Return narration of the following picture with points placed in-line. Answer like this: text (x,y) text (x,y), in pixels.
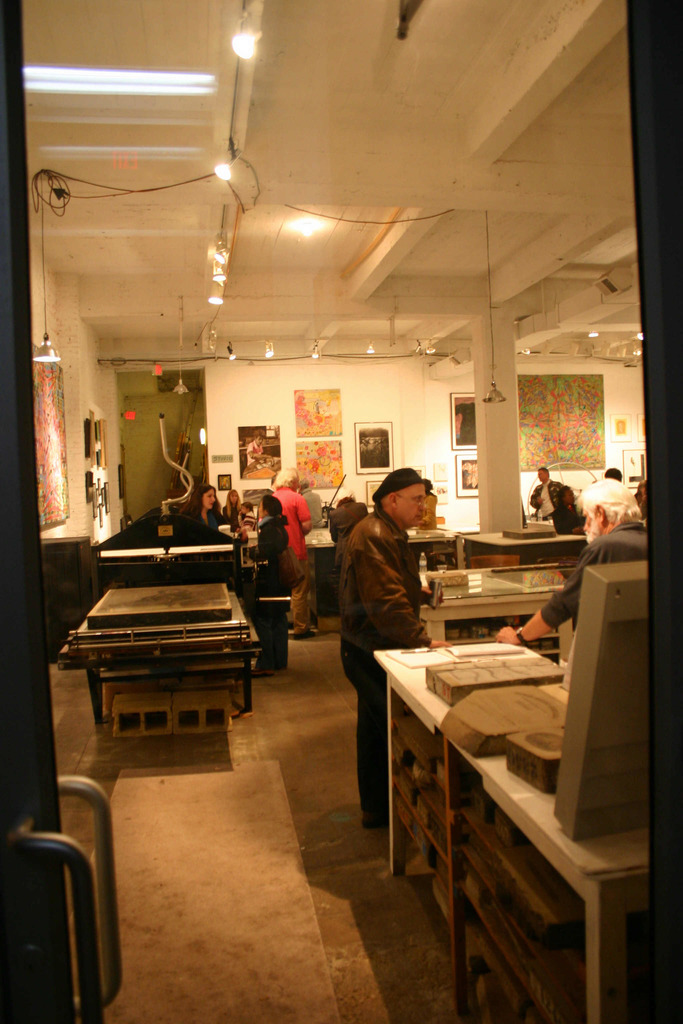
In this picture i could see some persons (358,549) standing near the table (409,669) and watching to the things (496,655) which are displayed on the table (467,583). In the back ground (367,431) i could see some picture frames (327,416) on the wall (363,400), and on the ceiling (332,184) there are some flash lights (219,282). To the left (25,577) there is a door (27,809) with the holder (76,914).
